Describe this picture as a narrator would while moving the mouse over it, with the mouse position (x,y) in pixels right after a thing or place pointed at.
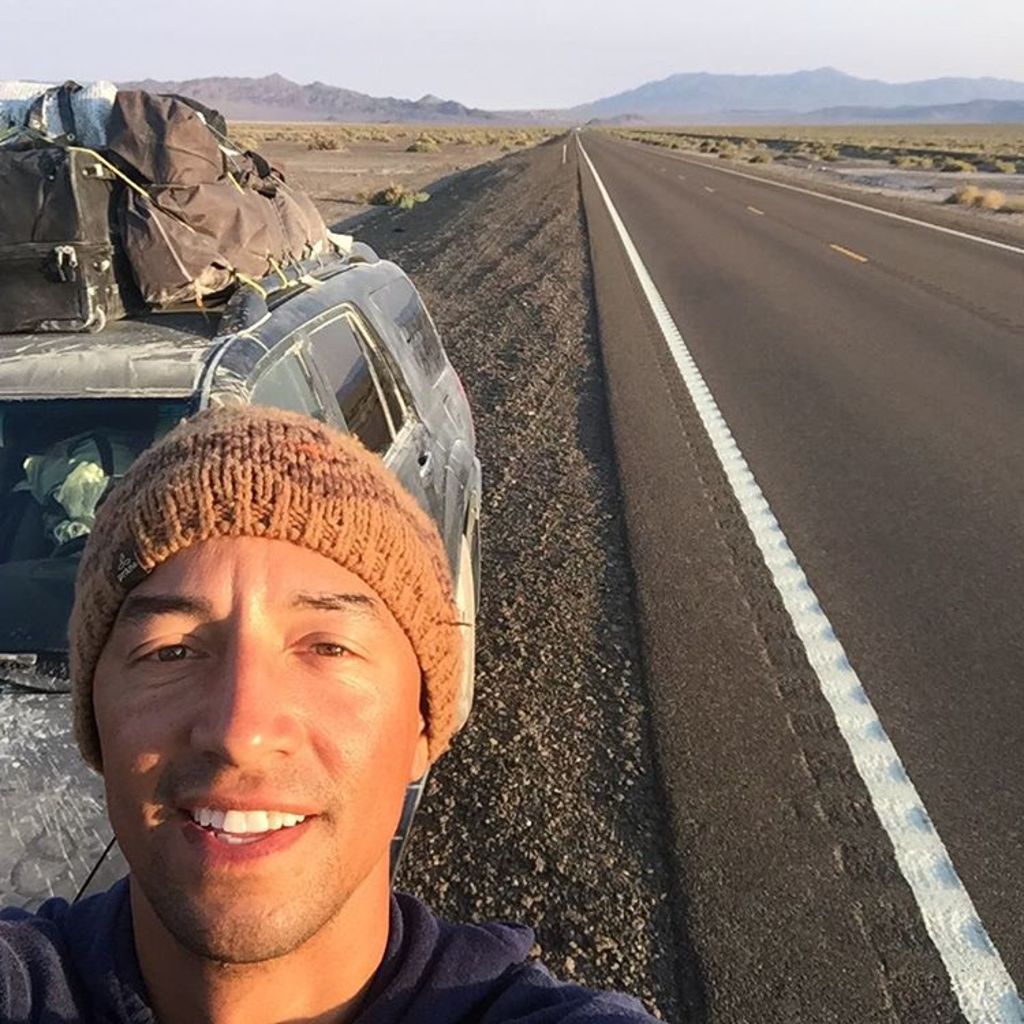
On the left side (240,566), there is a person (326,518) in violet color t-shirt (430,976), smiling and standing on the road (997,753), near a vehicle (279,365) which is having luggage (28,142) on the top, on the road (961,628). On the right side (942,536), there is a road (934,519). In the background (991,179), there are plants (942,129) and grass (679,130) on the ground (803,130). There are mountains (937,87) and there is sky (563,28).
